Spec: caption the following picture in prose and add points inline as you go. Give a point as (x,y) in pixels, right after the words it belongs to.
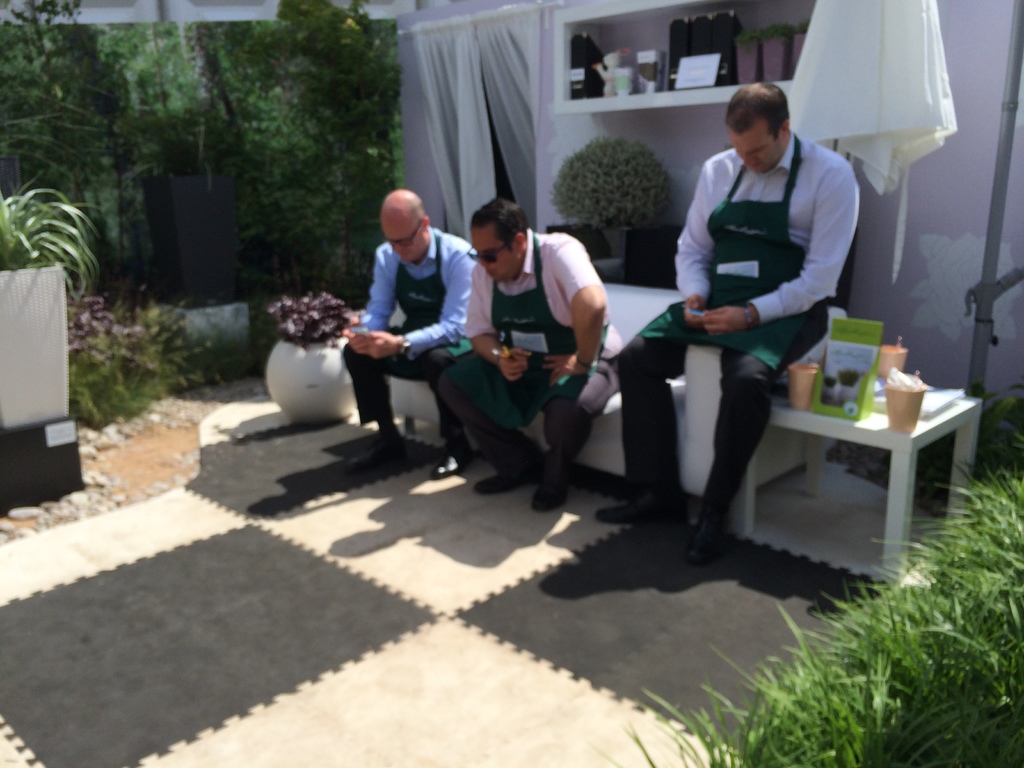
In this image I see 3 men (701,533), who are sitting on the sofa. I can also see that there is a table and few things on it and there are lot of plants (1001,448) and grass (802,729) over here. In the background (428,11) I see the wall (399,46), curtain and the cloth (871,10) over here.
